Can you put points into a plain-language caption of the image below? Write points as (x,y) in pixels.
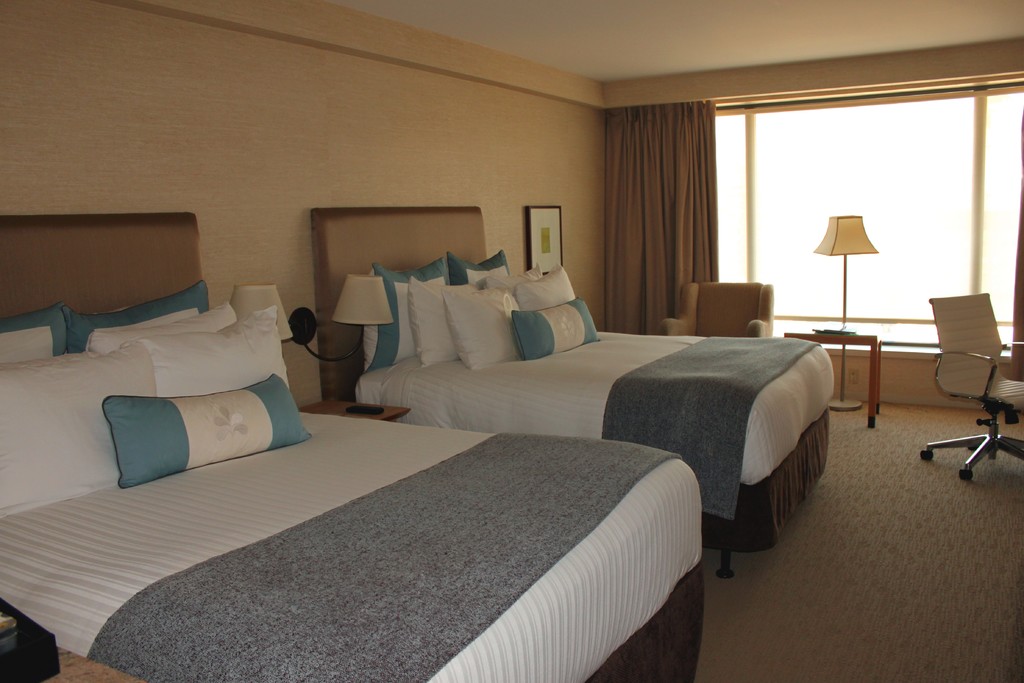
In the foreground (286,452), I can see cushions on two beds (349,480) and lamps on walls (585,269). In the background (728,315), I can see chairs (938,380), wall painting (544,239) on a wall (488,240), glass window (722,225), curtain (645,269) and so on. This image taken, maybe in a bedroom (866,506).
